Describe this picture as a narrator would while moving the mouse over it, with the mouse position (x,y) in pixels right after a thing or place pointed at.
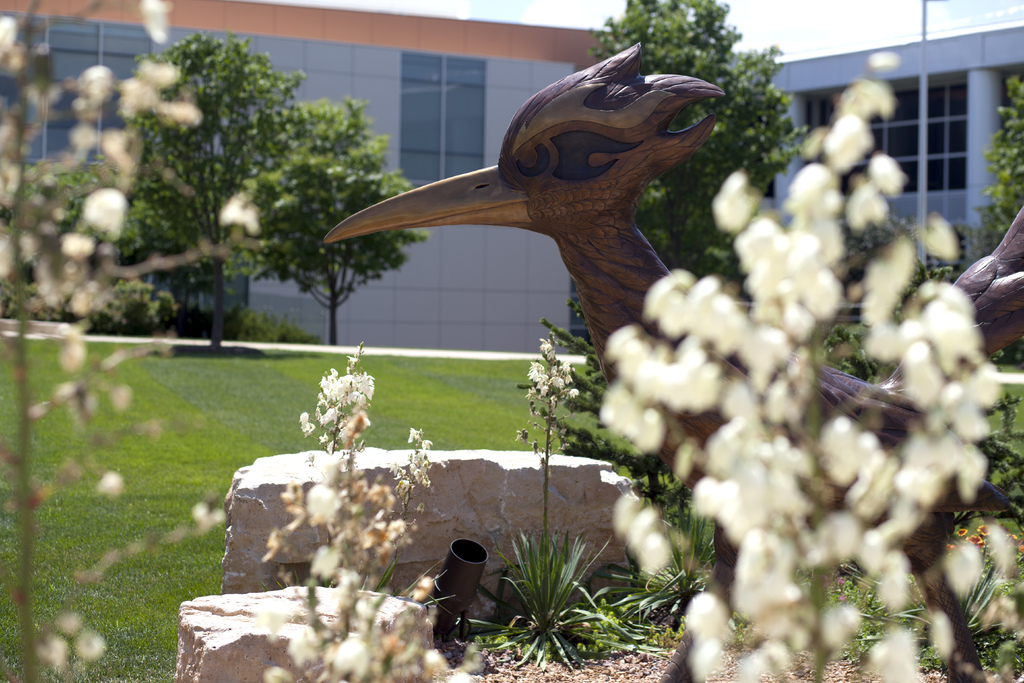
On the right side of the image (725,421) we can see a statue (559,220). In the center of the image (586,342) we can see the rocks (404,564), light (461,571), plants (387,576), flowers (637,378). In the background of the image (433,101) we can see the buildings (394,131), windows (480,121), pillars (980,86), pole (920,126), wall (568,56), trees (344,272), grass (319,391). At the top of the image (573,11) we can see the sky (981,4).
